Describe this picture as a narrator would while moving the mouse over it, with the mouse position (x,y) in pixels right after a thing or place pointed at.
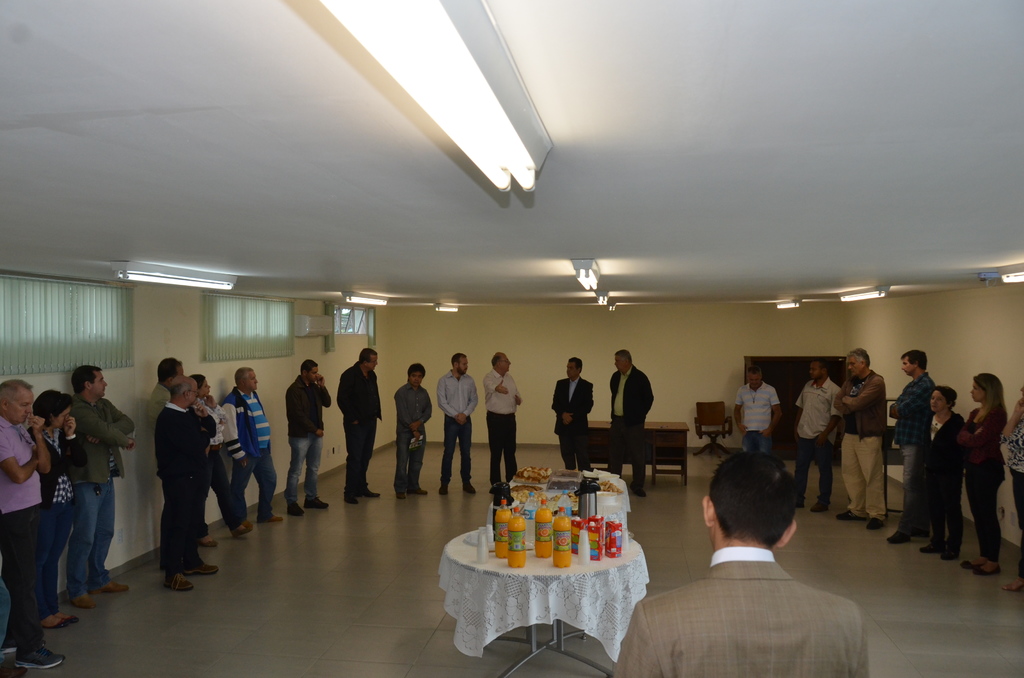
In this image there are group of people (411,416) standing in the room (302,499). On the table (531,549) there is a bottle (519,535) and the food (541,483). There is a chair (712,413). At the background (704,349) there is wall (714,322).
